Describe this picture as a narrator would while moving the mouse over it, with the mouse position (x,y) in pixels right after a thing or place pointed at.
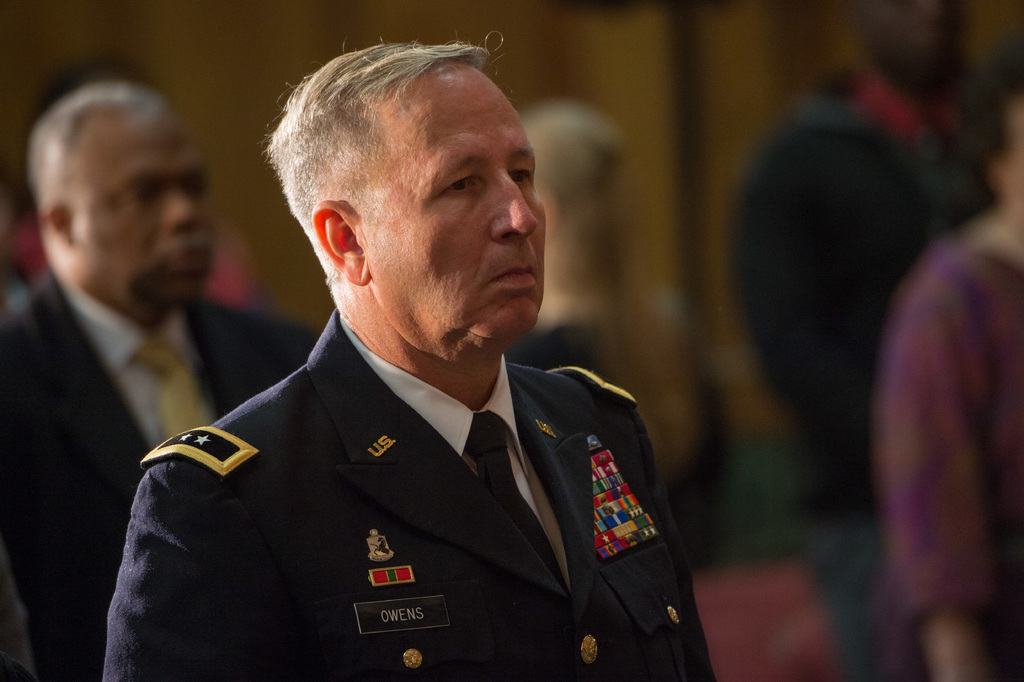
In this image I can see group of people (982,426). In front (473,547) I can see the person (473,515) and the person (410,463) is wearing black and white color dress (459,483) and I can see the blurred background (740,18).
